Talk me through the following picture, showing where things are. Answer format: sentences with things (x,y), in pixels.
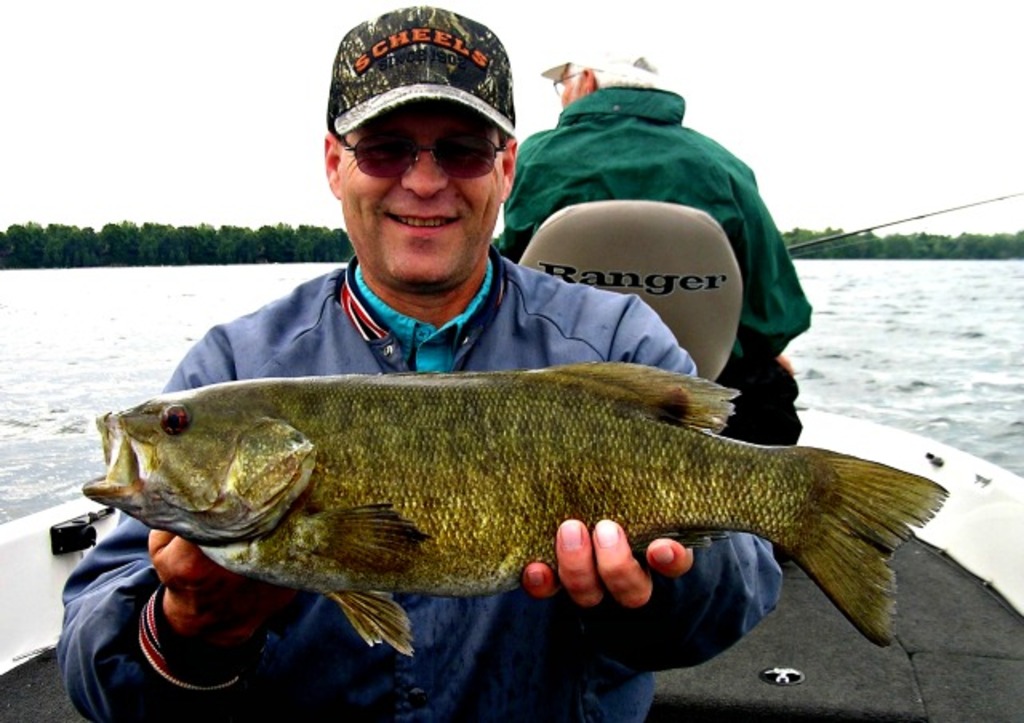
In this image we can see two men (654,144) in a boat (748,666) which is in a large water body (29,435). In that a man (553,589) is holding a fish (689,519) and the other is sitting on the chair (710,337) holding a fishing rod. On the backside (995,254) we can see a group of trees (859,244) and the sky (223,203).
